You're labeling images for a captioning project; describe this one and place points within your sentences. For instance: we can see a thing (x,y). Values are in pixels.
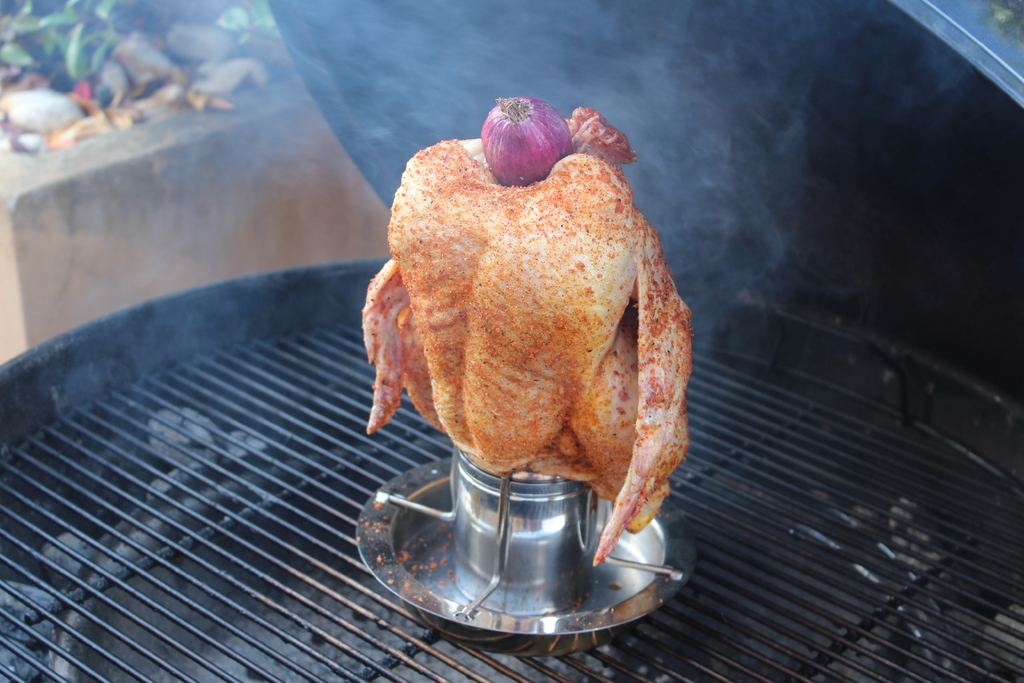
In this image I can see grills (303,563), an onion (545,137), smoke (663,84) and here I can see meat (503,319).
